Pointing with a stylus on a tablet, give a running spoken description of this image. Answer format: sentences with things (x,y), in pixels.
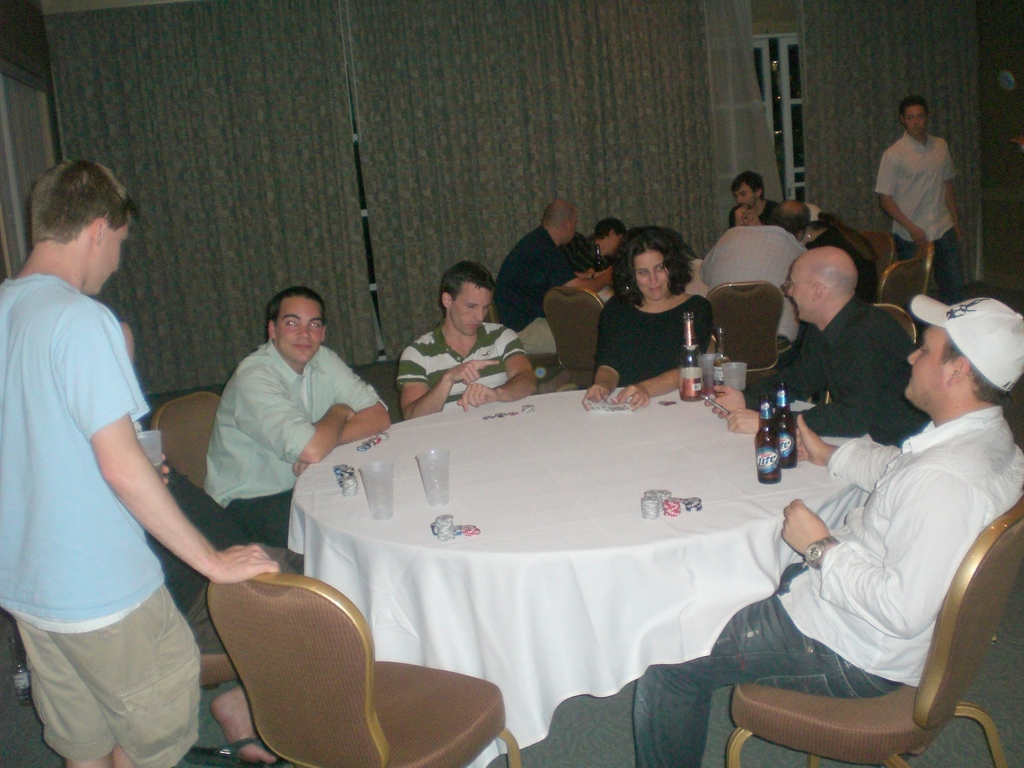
In this image I can see people (886,354) where two (888,178) of them are standing and rest all (277,403) are sitting on chairs (342,734). Here on this table (530,521) I can see few bottles (768,407) and few glasses (378,500).
